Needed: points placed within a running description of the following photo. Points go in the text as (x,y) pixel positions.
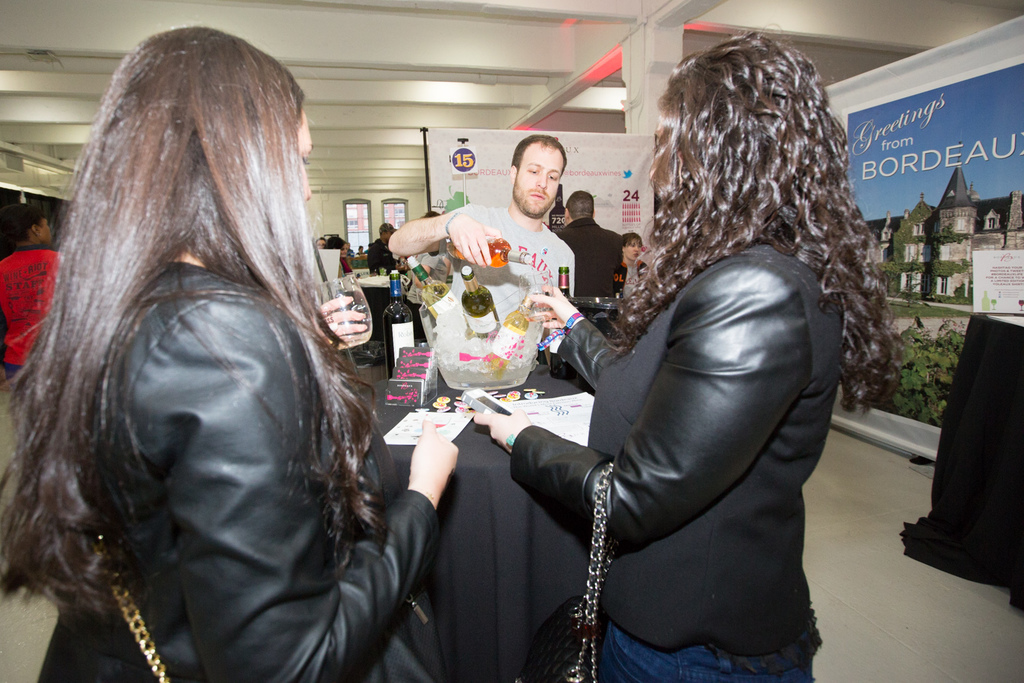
In the middle of the image (665,261) few people (92,366) are standing and holding some glasses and bottles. Behind them there is a table (387,429), on the table (411,429) there are some papers (399,426), bottles (447,298) and banners (993,249). At the top of the image (341,84) there is ceiling (197,4).
